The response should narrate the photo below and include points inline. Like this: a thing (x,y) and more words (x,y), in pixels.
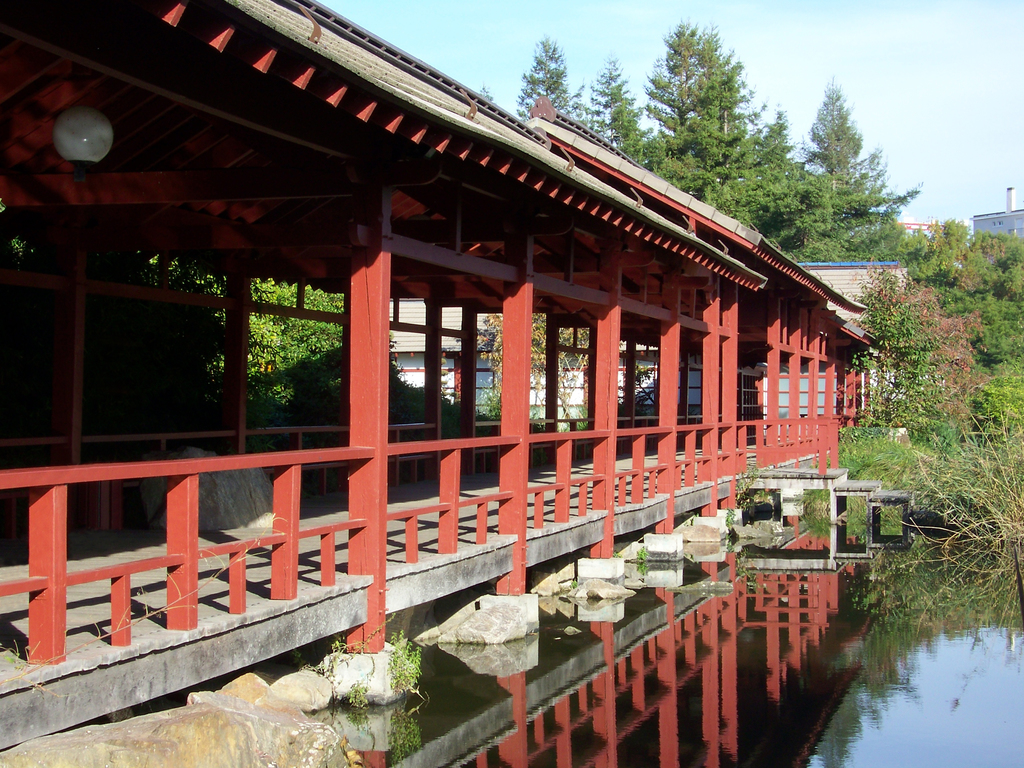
In this image I can see few buildings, shed (392,591), fencing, trees (994,298), water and stones (216,729). The sky (521,65) is in blue color.
